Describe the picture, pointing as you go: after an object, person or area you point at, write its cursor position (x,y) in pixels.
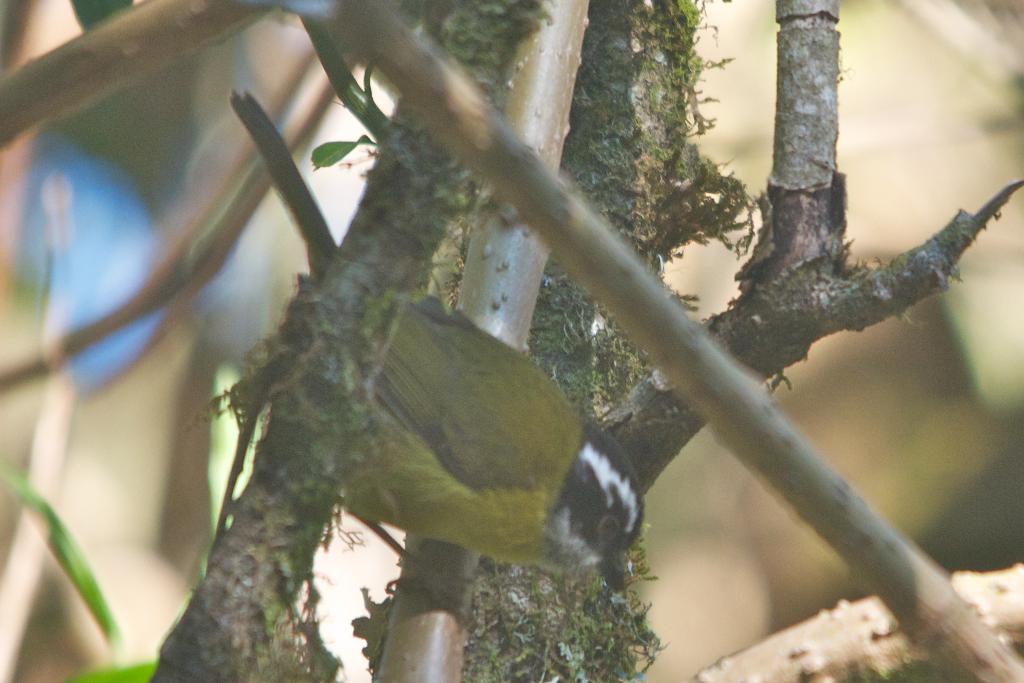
Here we can see a bird (595,463) on the branch (270,681). There is a blur background (765,14).
